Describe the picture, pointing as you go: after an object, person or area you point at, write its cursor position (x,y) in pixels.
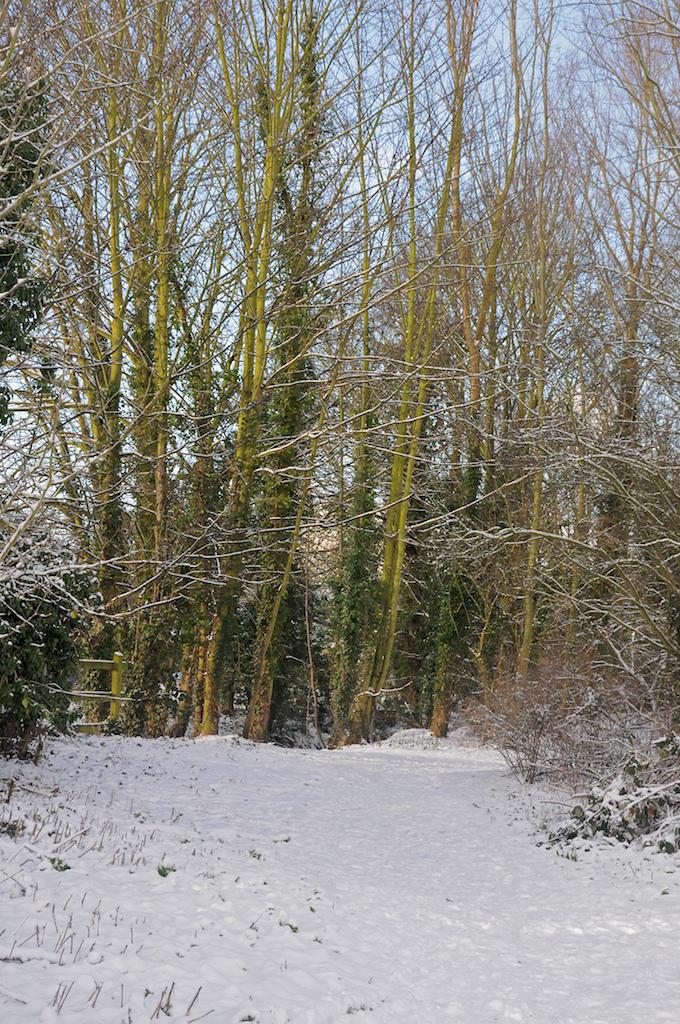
In this image at the bottom (296,802) there is snow (575,871) and some plants (521,739), and in the background (147,417) there are some trees (296,357) and sky (346,185).
